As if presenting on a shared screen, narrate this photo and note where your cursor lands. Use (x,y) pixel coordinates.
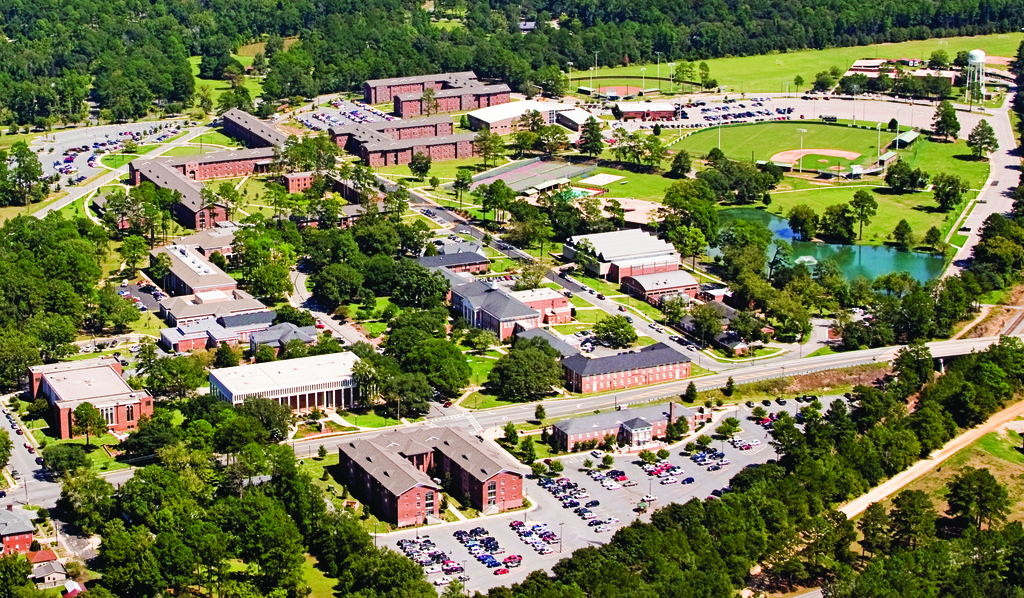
In this image, we can see an aerial view of a city (549,312). In this image, we can see some trees (264,545), plants (389,571), houses (397,523), vehicles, building (532,304) and a grass (906,153).
